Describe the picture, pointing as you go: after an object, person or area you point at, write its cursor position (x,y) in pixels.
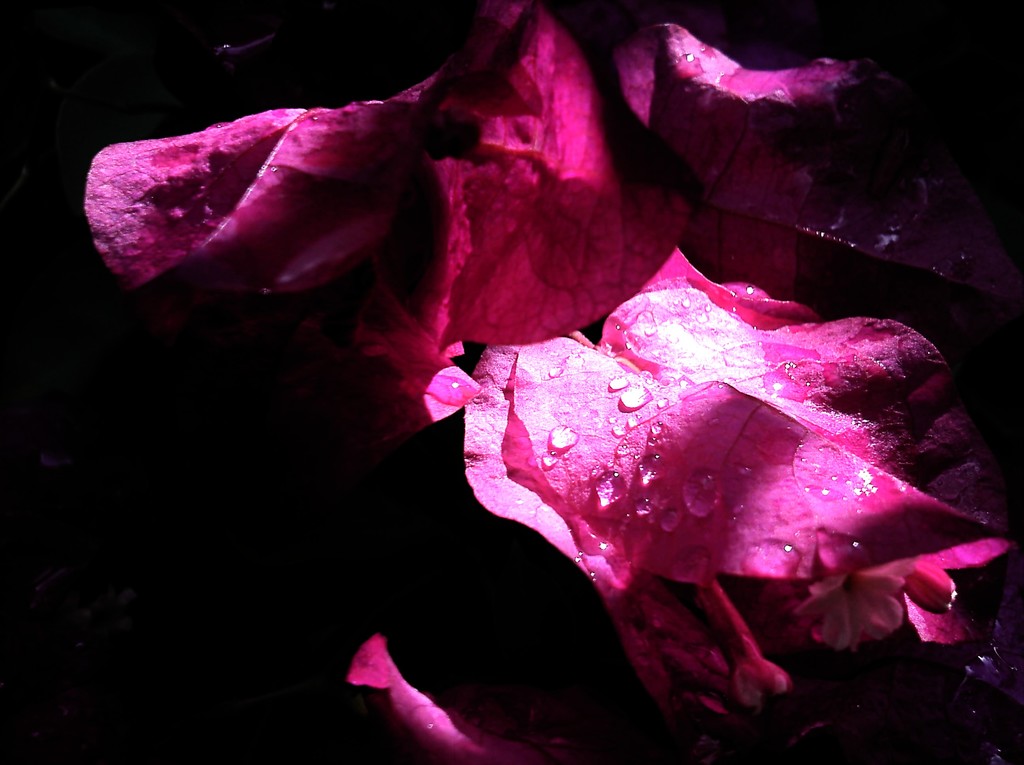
In the foreground of this image (604,489), there are pink petals (610,420) of flowers (741,479) having water droplets (697,498) in it in the dark.
